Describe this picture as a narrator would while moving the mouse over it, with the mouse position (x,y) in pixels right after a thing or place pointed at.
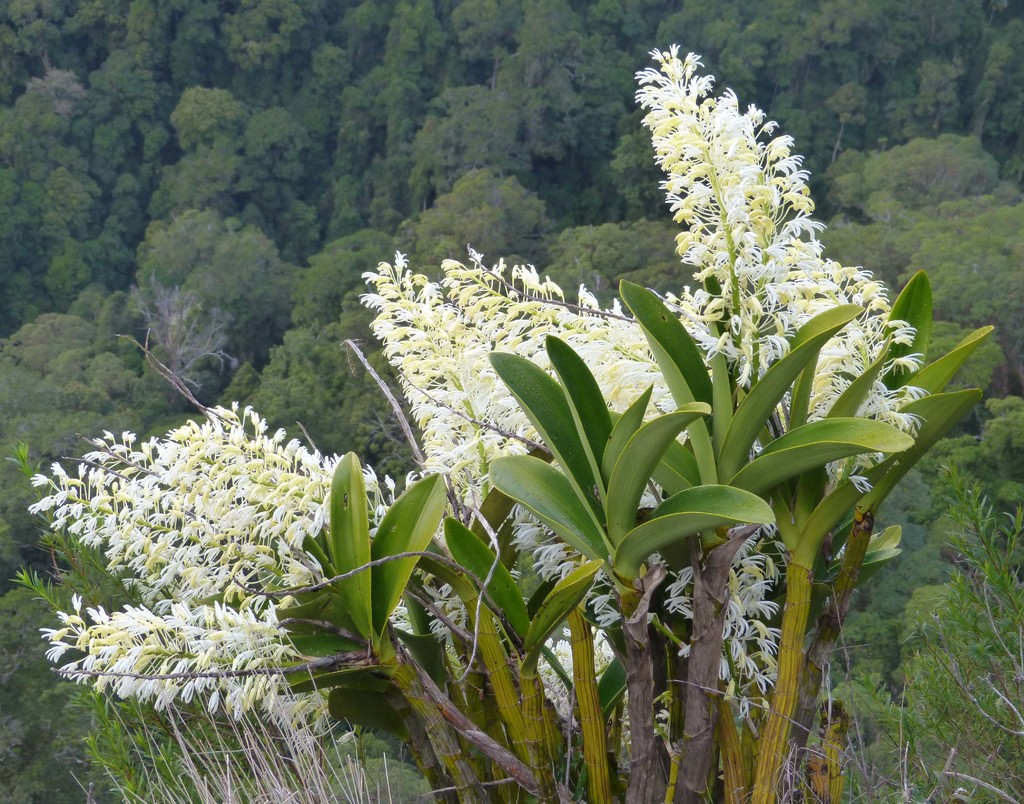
In this image I can see few flowers (730,619) in white color, background (30,99) I can see trees (935,68) in green color.
